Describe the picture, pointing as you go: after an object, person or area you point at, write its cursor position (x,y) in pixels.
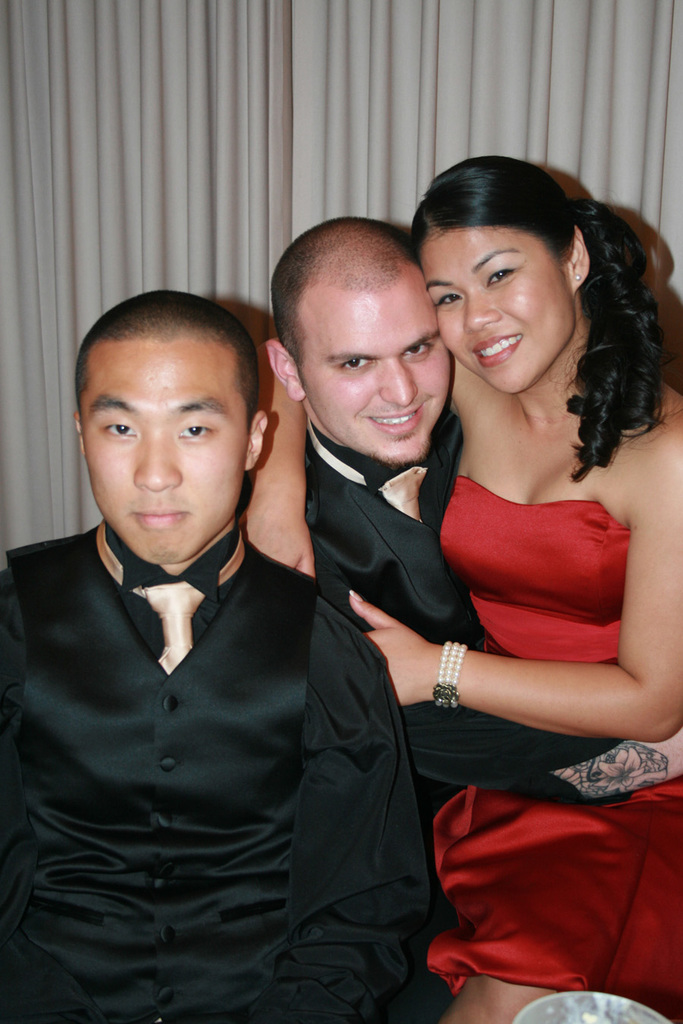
In this image we can see two males (183,618) and a female (468,515) male persons (325,619) wearing black color dress (343,660), female person (583,656) wearing red color dress (635,810) sitting and posing for a photograph and in the background of the image (278,107) there is white color curtain (247,97).
